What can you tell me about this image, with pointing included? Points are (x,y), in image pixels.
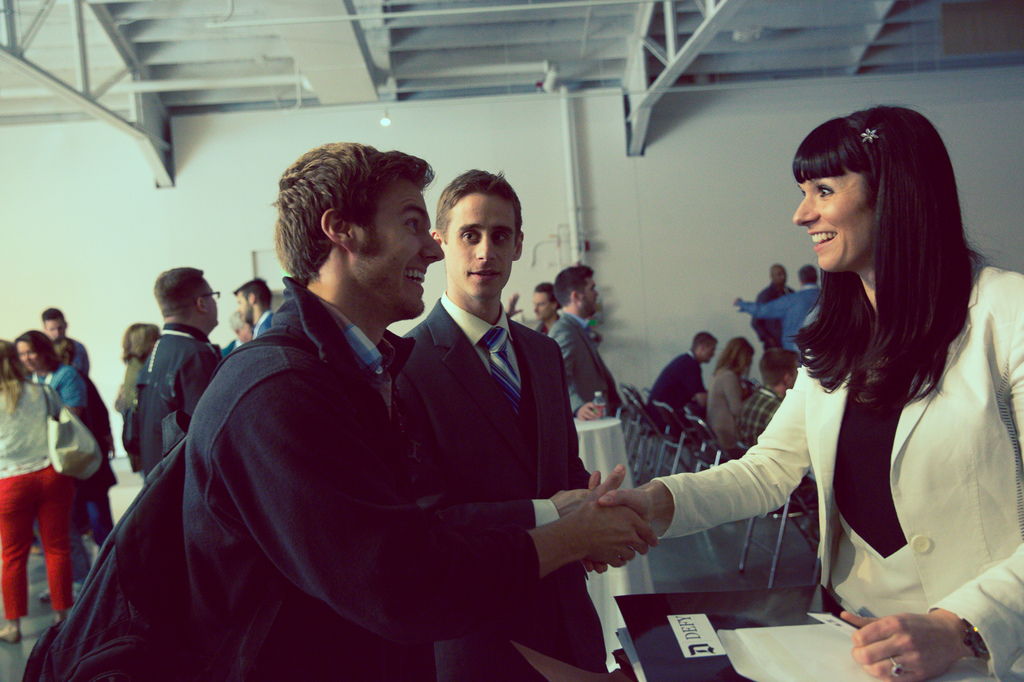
This image consists of many persons (519,416). In the front (569,460), we can see two men (504,468) wearing black jacket (408,447) and black suit (440,378). On the right (867,553), the woman (906,516) is wearing a white suit (829,494). In the middle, we can see a file (648,654). In the background (15,215), there is a wall (34,256). At the top (337,65), there is a roof (571,78).
